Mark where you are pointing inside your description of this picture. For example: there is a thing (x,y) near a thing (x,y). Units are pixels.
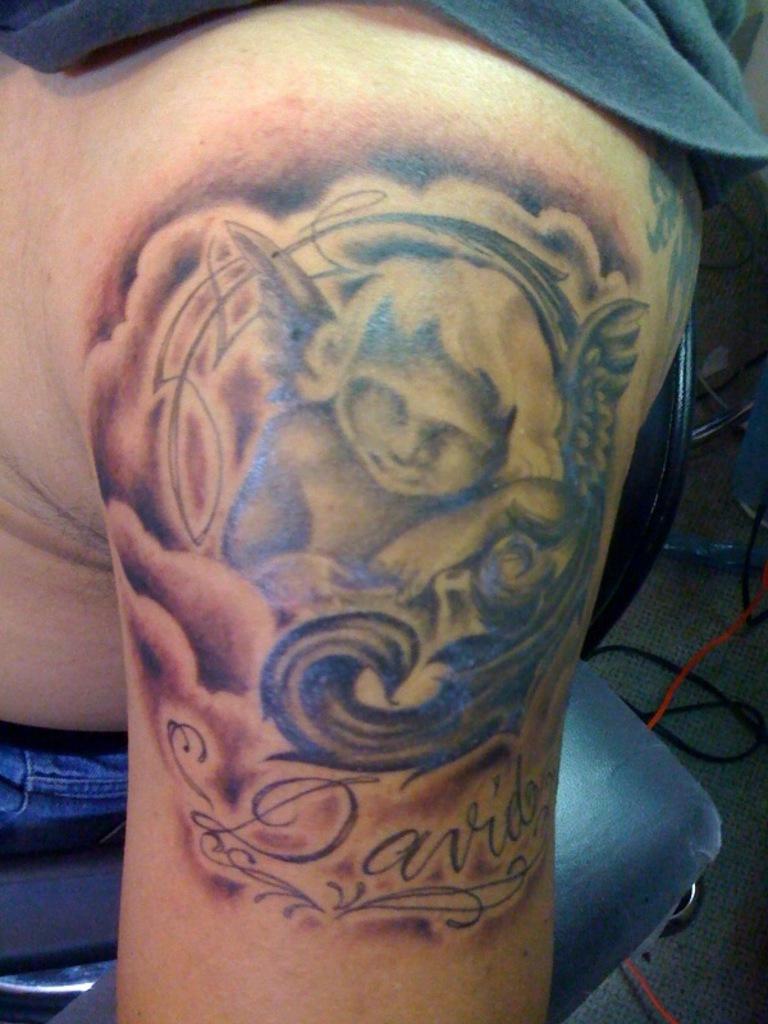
It is a tattoo (445,396) of a baby (455,541) on the human skin (418,652).
